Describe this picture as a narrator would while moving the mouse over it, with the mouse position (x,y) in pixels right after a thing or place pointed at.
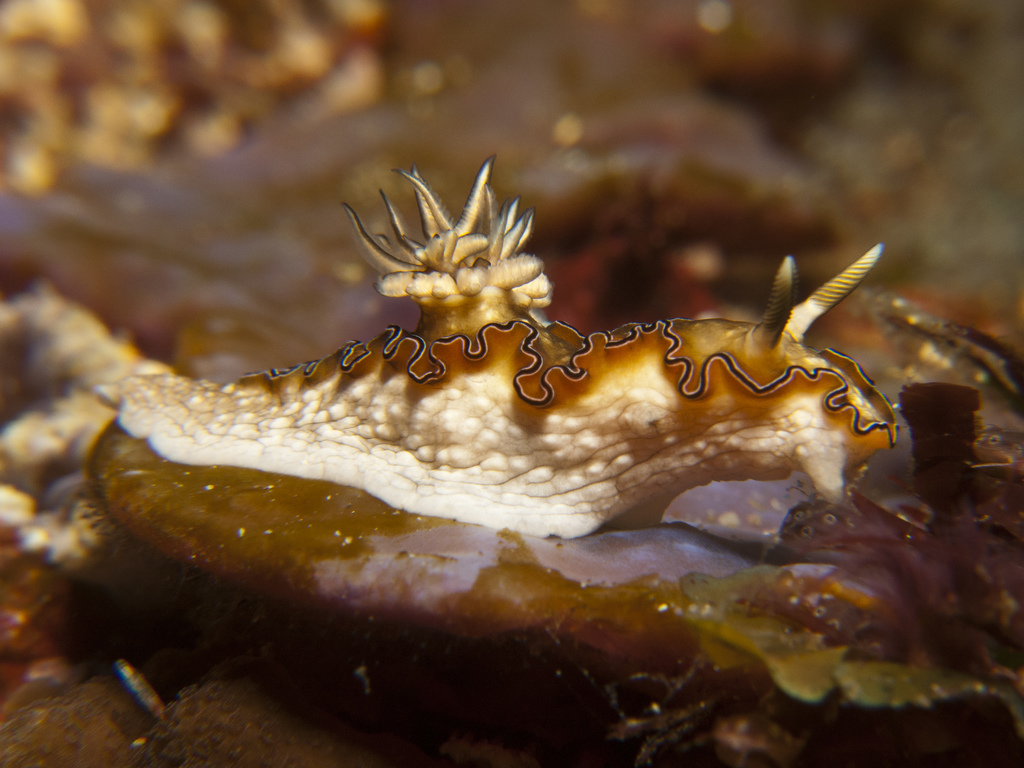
This is a water body (436,141) and here we can see a sea slug (458,515).
